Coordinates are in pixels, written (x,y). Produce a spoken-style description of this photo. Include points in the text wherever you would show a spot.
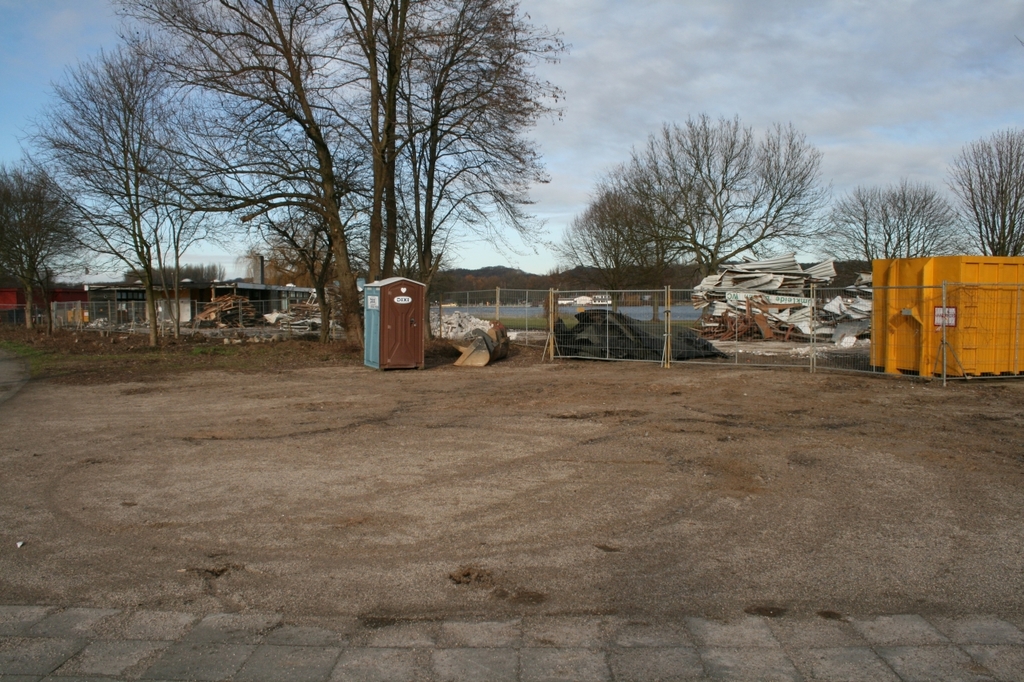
In the middle (391,344) we can see a small wooden room (406,367) which is locked is on the ground (311,545) at the fence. In the background (286,237) there are trees (398,135), metal objects (717,302), poles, house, an object (1001,340) on the right side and clouds (840,203) in the sky (105,36).
